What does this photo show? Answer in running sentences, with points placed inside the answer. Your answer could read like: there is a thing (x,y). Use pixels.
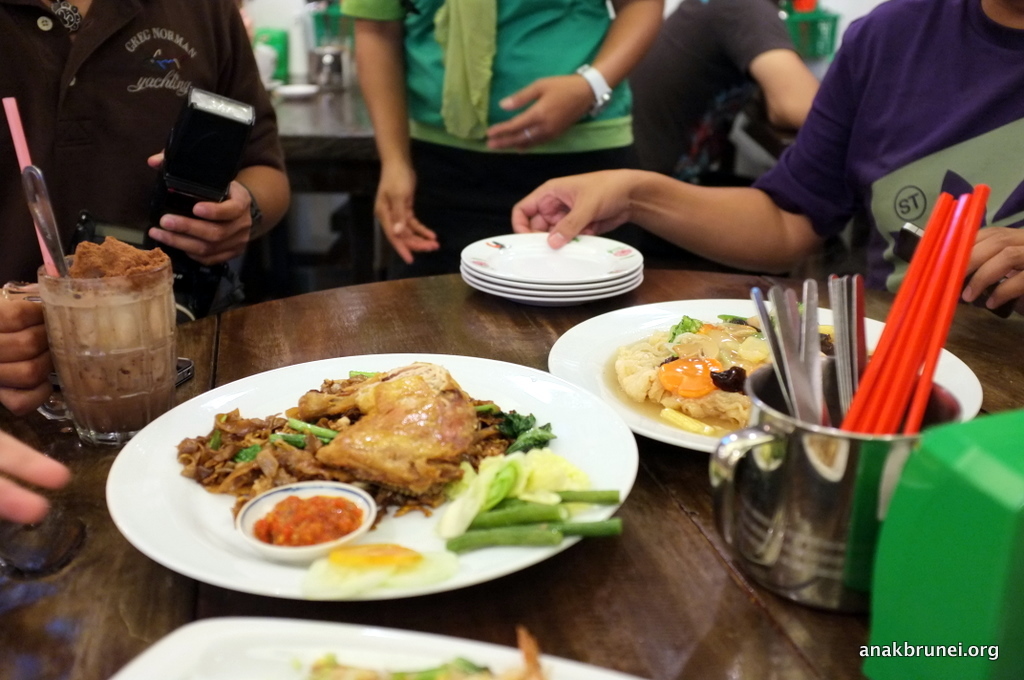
In this image we can see a round table (50,657). On the table (467,316) there are some food items (665,374), plates (486,387), spoons (793,396), jar (817,537). Around table (454,317) there are a few people (864,123) standing. On the left side of the image (135,178) there is a person (138,158) holding an object (173,165) in one hand (155,160) and in other hand (42,330) he is holding a cup (96,321).
